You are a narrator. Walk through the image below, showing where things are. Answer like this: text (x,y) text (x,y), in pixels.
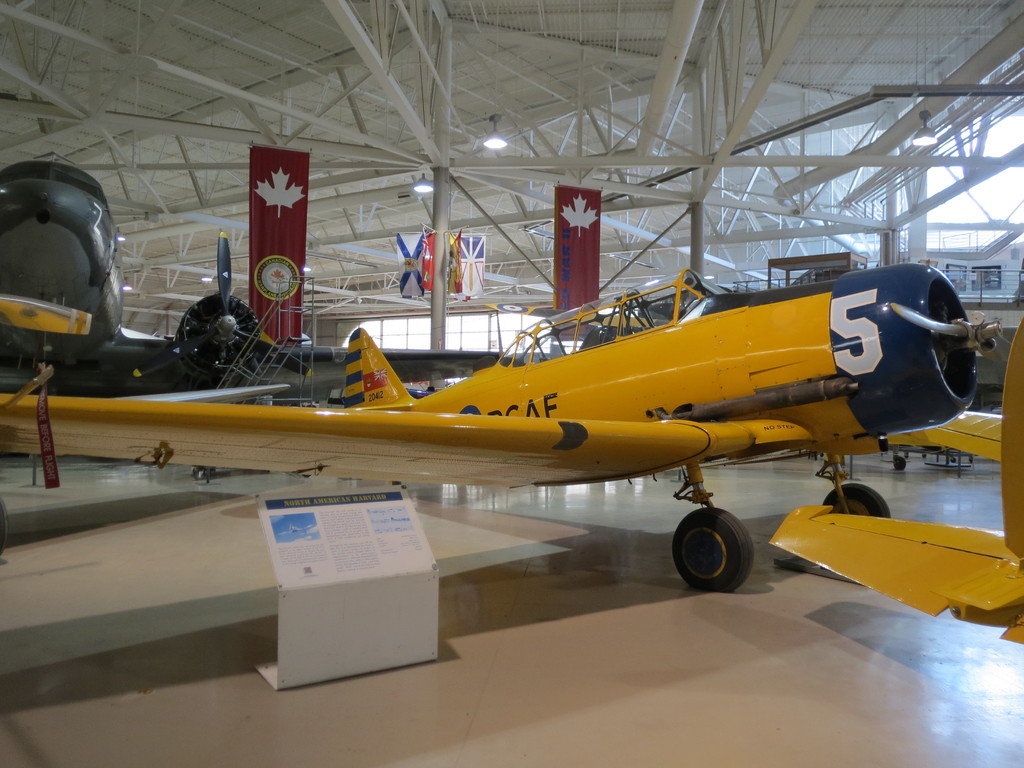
In this image, I can see the aircraft's (391,435). These are the banners (573,272) hanging. This looks like a board (323,637), which is placed on the floor (407,698). These are the iron pillars (739,125). I can see the flags (476,278) hanging.
